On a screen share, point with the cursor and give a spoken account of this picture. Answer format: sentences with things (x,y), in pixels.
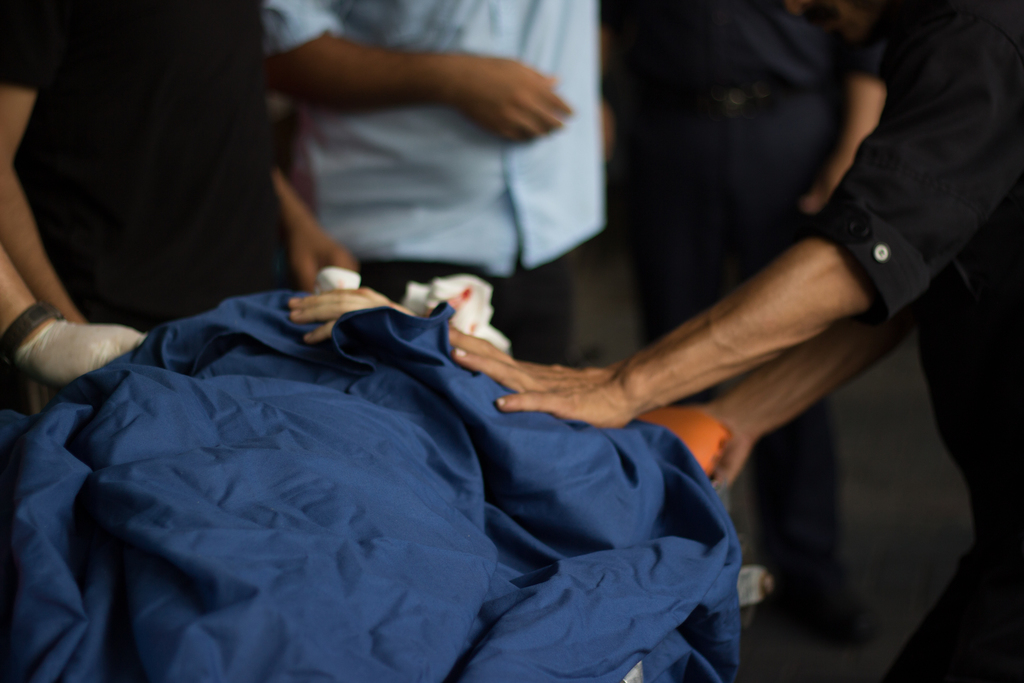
In this picture we can see a cloth (318,592), four people (633,106), some objects (709,432) and a person (808,216) standing on the floor (862,571).
